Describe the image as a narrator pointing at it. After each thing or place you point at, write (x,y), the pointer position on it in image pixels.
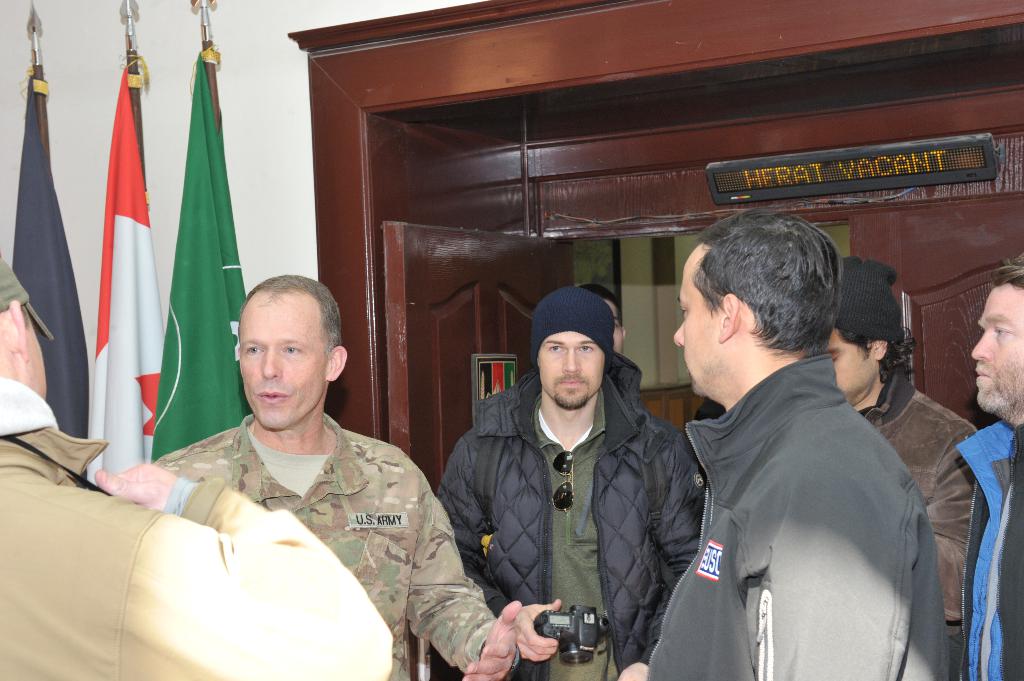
In this picture there are people (55,481), among them there is a man (541,611) standing and holding a camera (543,626) and we can see flags (193,183), boards (819,170) and door (424,376). In the background of the image (655,308) we can see the wall (658,270).
